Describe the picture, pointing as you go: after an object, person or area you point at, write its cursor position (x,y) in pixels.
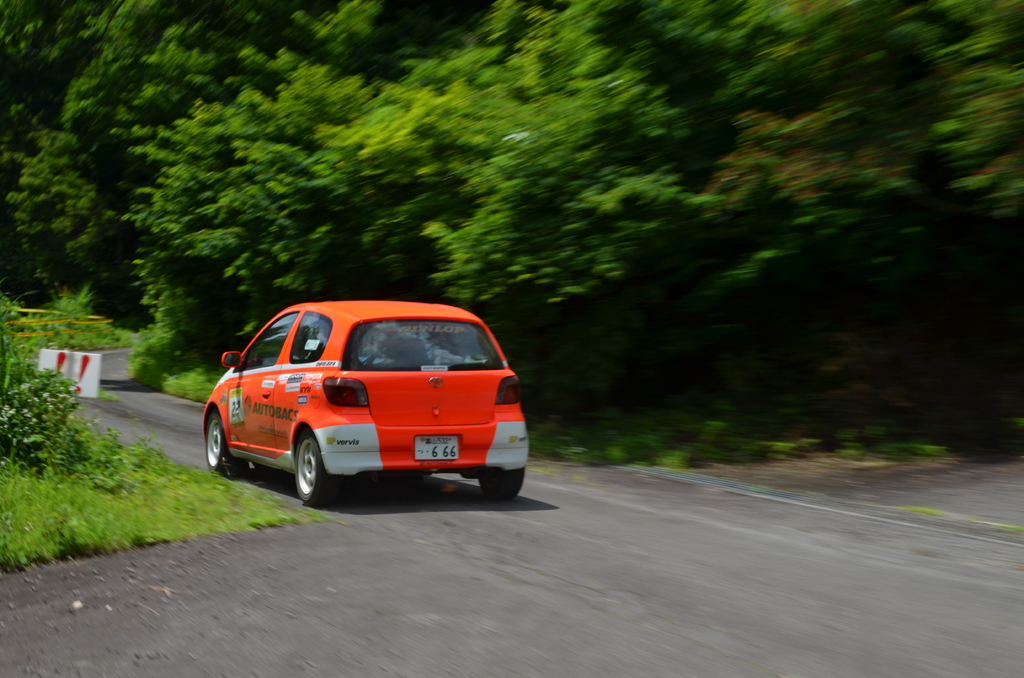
In the picture we can see a part of the grass surface (275,512) and beside it, we can see the road (472,555) with a car (432,421) on it which is orange in color and beside it we can see many trees (46,157).
